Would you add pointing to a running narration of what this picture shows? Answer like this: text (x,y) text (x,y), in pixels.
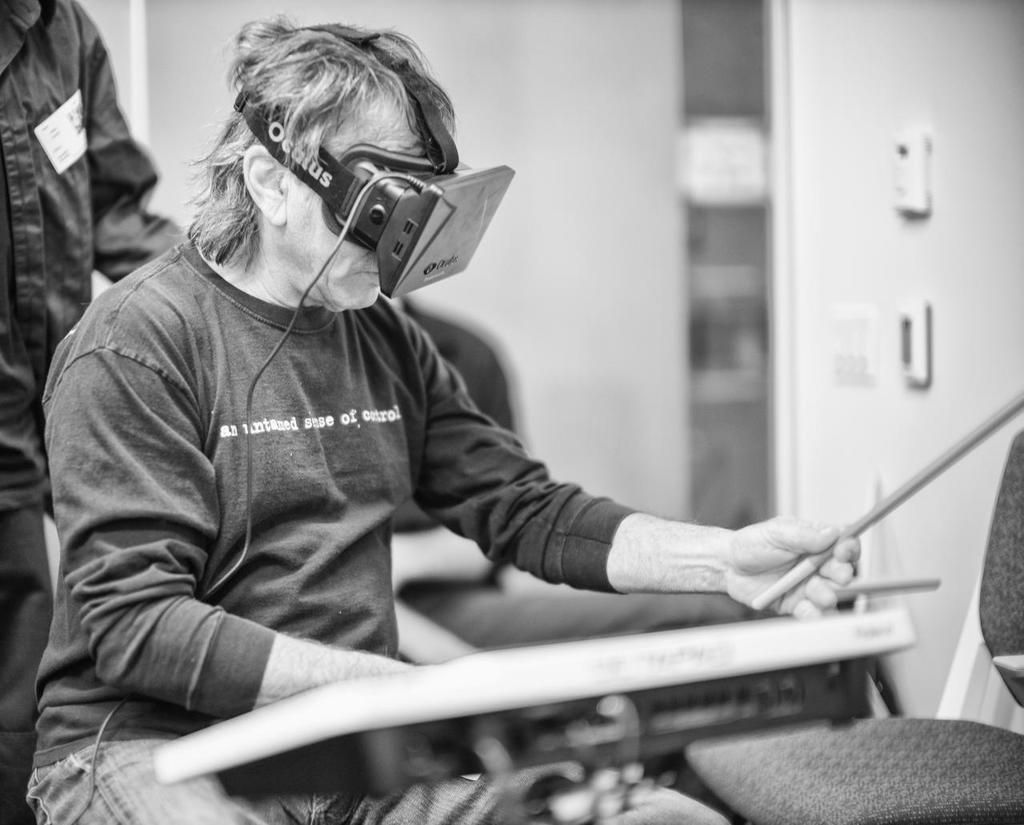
In this image in the center (408,411) there is one man (221,371) who is sitting and he is holding some sticks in front of him there is one board (831,686), on the right side (830,746) there are some chairs (1011,644) and in the background (26,312) there are some people (30,268) one person (460,554) is sitting and one person (29,120) is standing and there is a wall (633,415).
